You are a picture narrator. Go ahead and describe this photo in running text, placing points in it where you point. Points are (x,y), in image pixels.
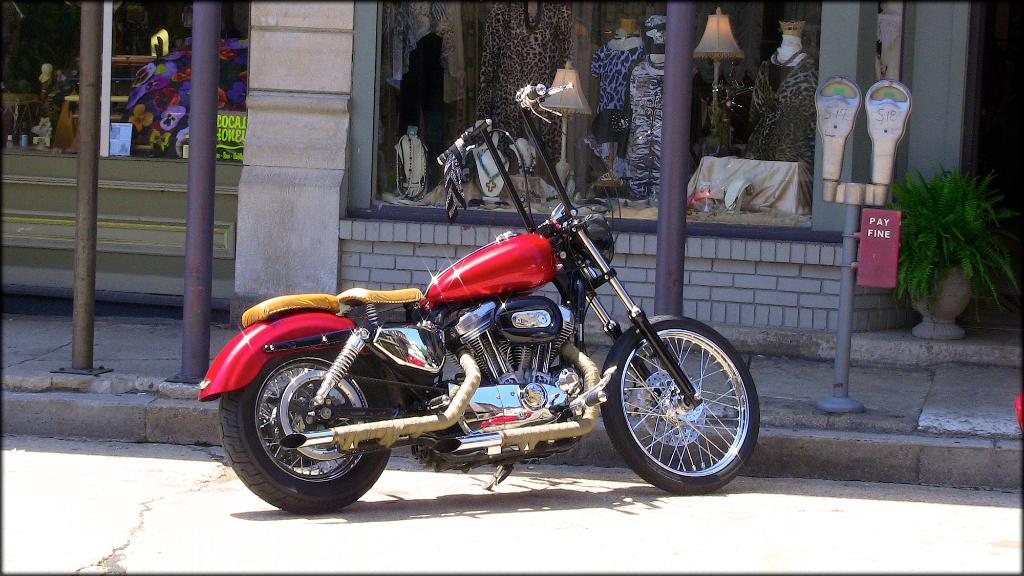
In this picture we can see a motor bike (488,448) on the road (449,560), poles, meters (831,159), house plant (924,278) and in the background (573,136) we can see mannequins (641,115), lamps (732,35) and some objects (221,113).
